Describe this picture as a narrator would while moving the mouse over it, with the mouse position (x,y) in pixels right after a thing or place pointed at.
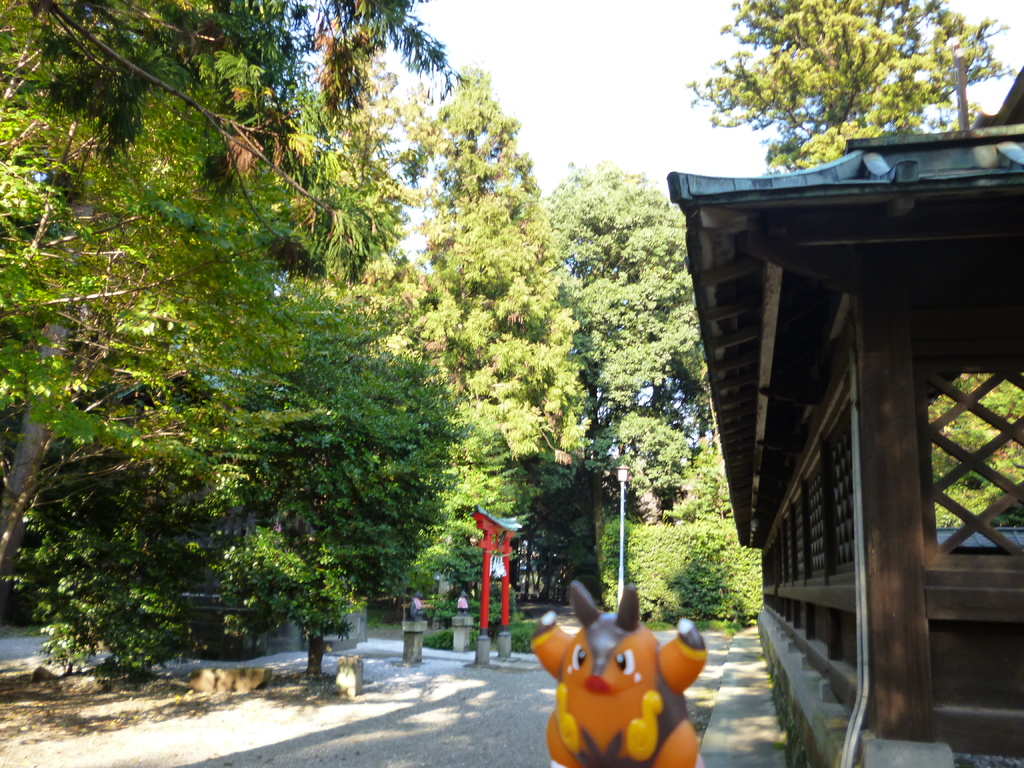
In this image, we can see an arch (481,602), pillars (461,620) and trees (406,368). At the bottom of the image (598,698), there is a toy (618,670). On the right side of the image (747,349), there is an architecture (842,426). At the top of the image (585,25), there is the sky (569,42).
